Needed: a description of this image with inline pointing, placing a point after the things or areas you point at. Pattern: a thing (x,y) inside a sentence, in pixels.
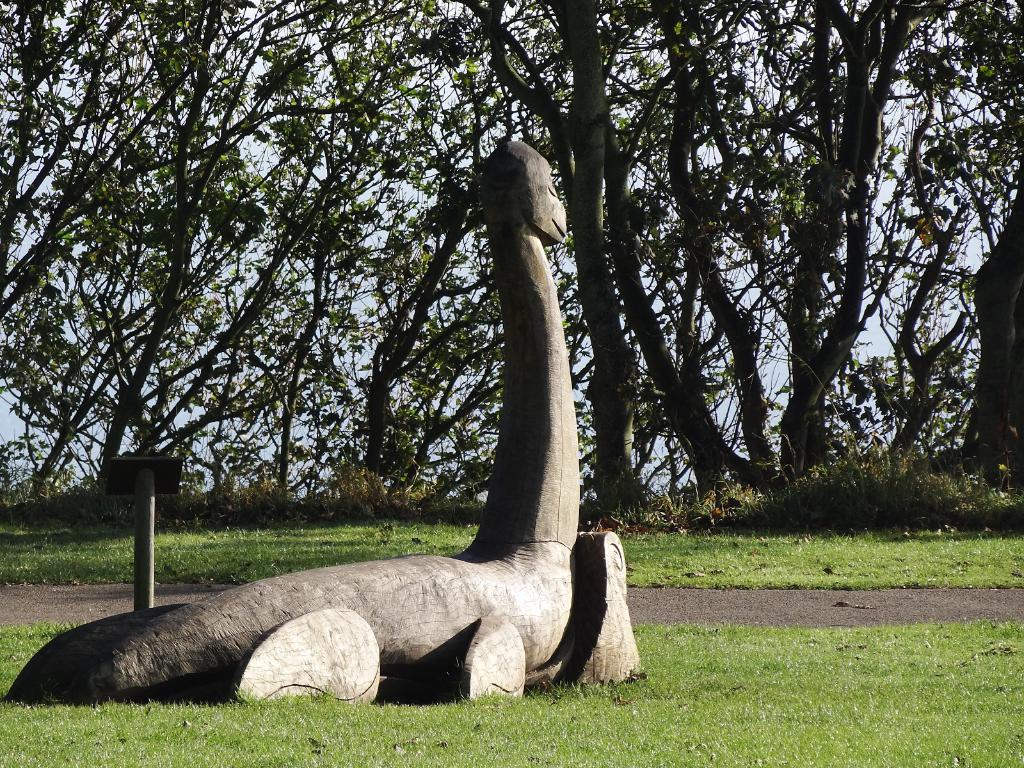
In the picture I can see an animal wooden sculpture (367,598) placed on the grassland (839,702) and in the background (471,368), I can see trees (505,111) and the blue color sky (64,331).
